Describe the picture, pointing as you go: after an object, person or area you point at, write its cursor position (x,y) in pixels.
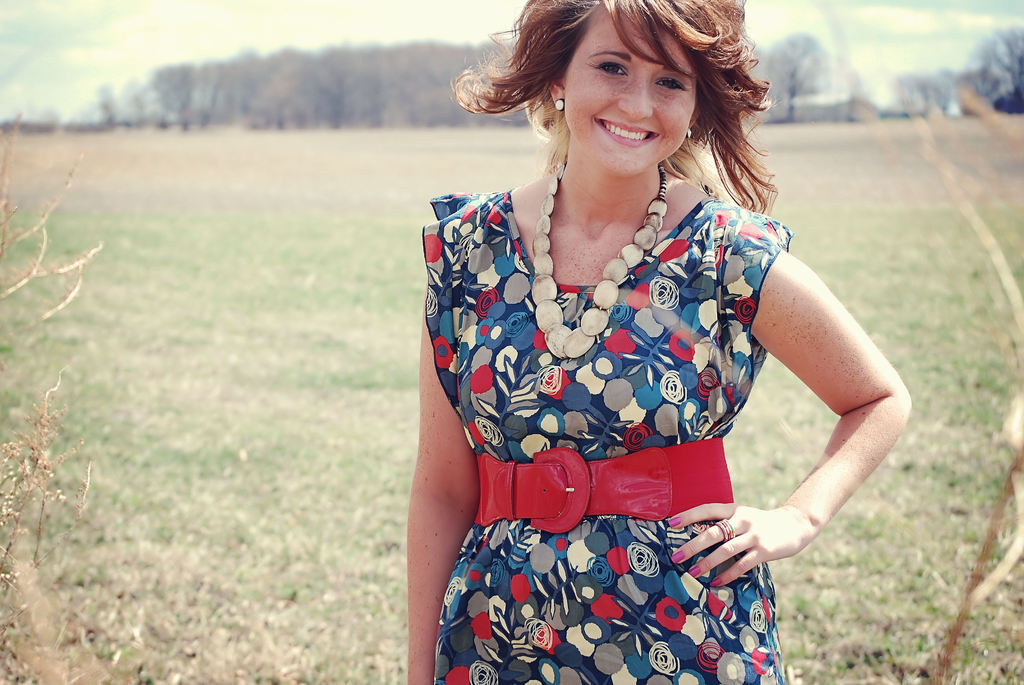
In the center of the image (607,368) we can see a lady (601,316) is standing and wearing costume (645,263) and smiling. In the background of the image (369,72) we can see the trees (509,118), house (835,110), grass (372,245). At the bottom of the image (254,566) we can see the ground (185,346). At the top of the image (68,48) we can see the clouds (51,38) are present in the sky (0,89).
